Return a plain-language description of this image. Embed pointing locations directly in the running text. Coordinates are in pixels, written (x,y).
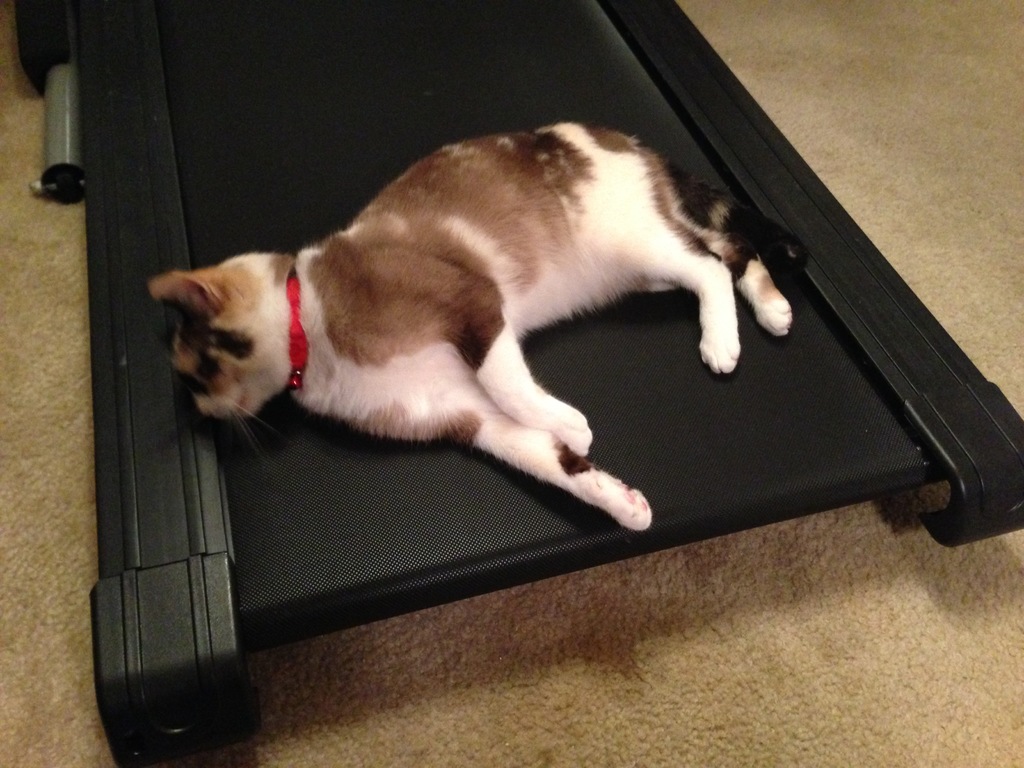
In this image there is a cat (349,385) sleeping on a treadmill (351,513). There is a belt (296,330) around the neck (321,338) of the cat (338,339). At the bottom (732,678) there is a mat (954,241) on the floor (884,661).
